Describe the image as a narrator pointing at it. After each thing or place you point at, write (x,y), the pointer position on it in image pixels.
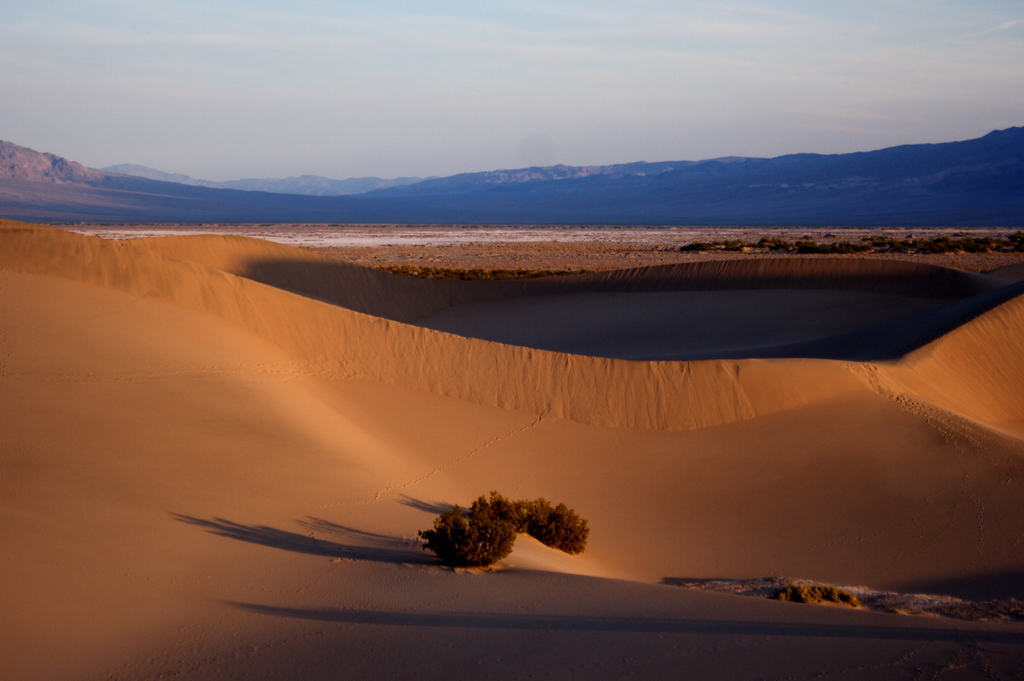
In the picture I can see the desert (341,273), trees (568,538), hills (963,179) and the plain sky (746,92) in the background (547,46).
